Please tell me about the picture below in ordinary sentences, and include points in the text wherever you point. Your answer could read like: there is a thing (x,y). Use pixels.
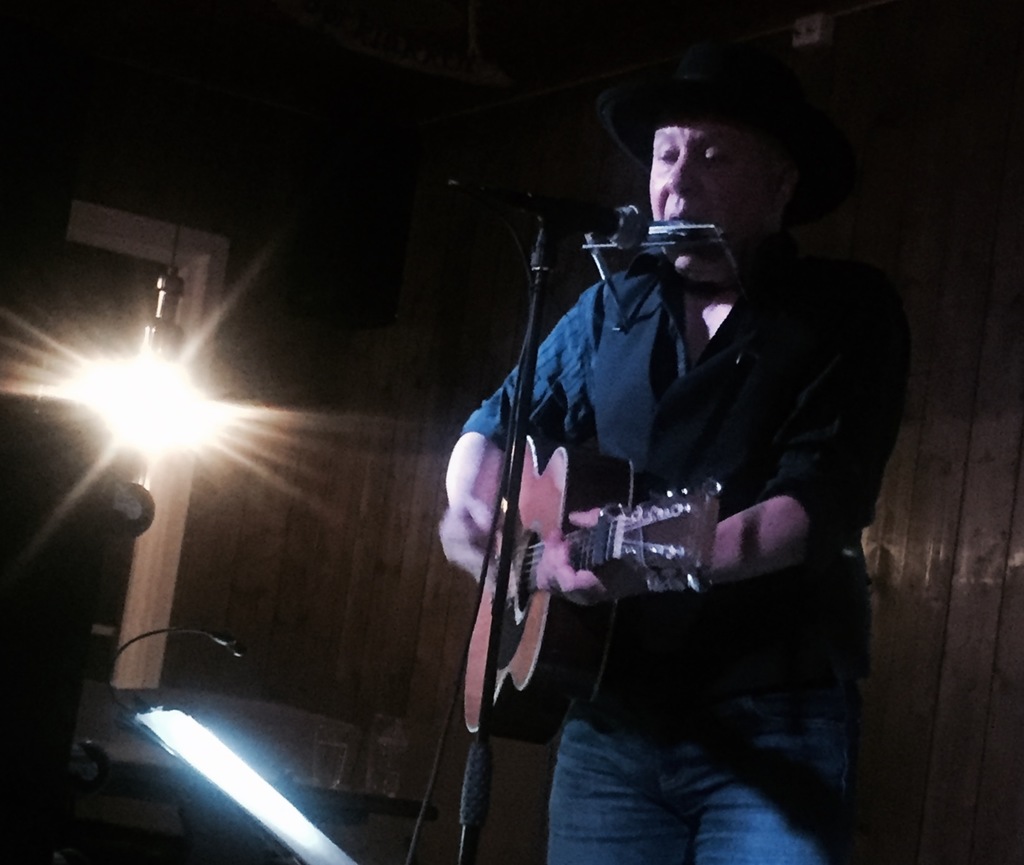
In this image, human (549,575) is playing a musical instrument (527,602) in-front of microphone (628,213). He is singing, he wear a cap (718,95) on his head (676,165). Left side (147,412), we can see light (157,420), microphone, light (265,781), tables (171,781). And back side, we can see wooden wall (931,470).
